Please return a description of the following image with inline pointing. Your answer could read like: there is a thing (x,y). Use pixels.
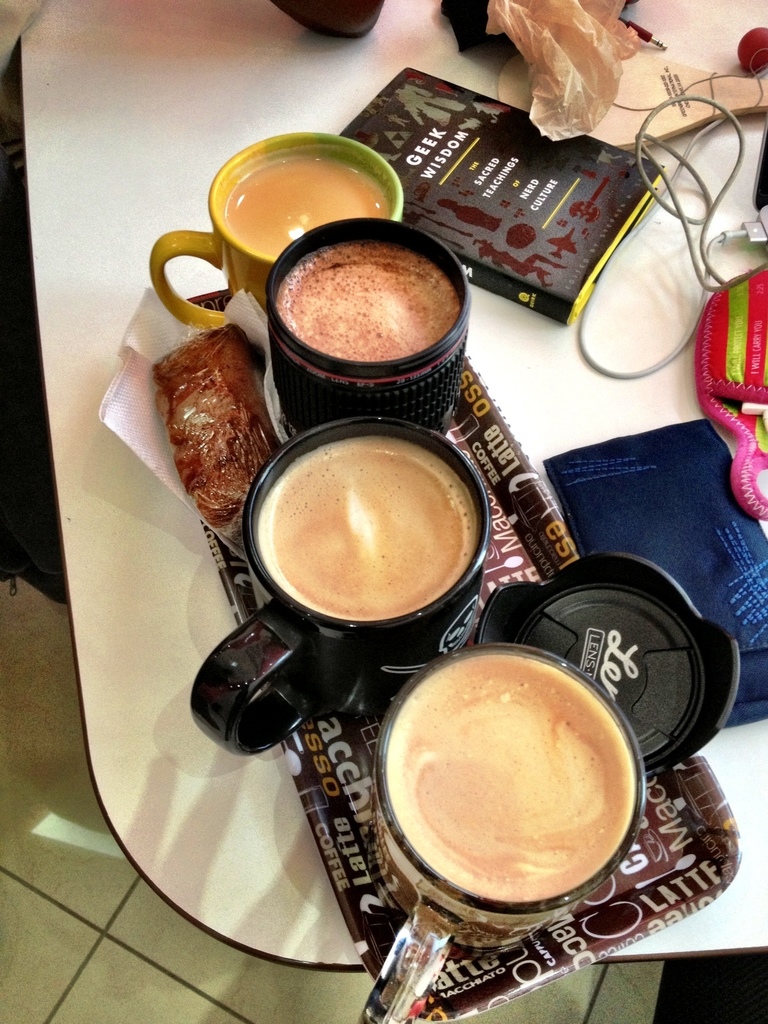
In the foreground of this image (612,800), on the tray (639,859), there are four cups (410,658), a cap (596,656), tissues (140,401) and a food item (222,435) on the table (129,584). The table (113,489) also includes a book (505,124), cable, cover (565,58), wooden bat (678,74), ball (757,54) and two pouches (724,490) like an objects (724,450). In the background (140,976), there is the floor (126,986).
